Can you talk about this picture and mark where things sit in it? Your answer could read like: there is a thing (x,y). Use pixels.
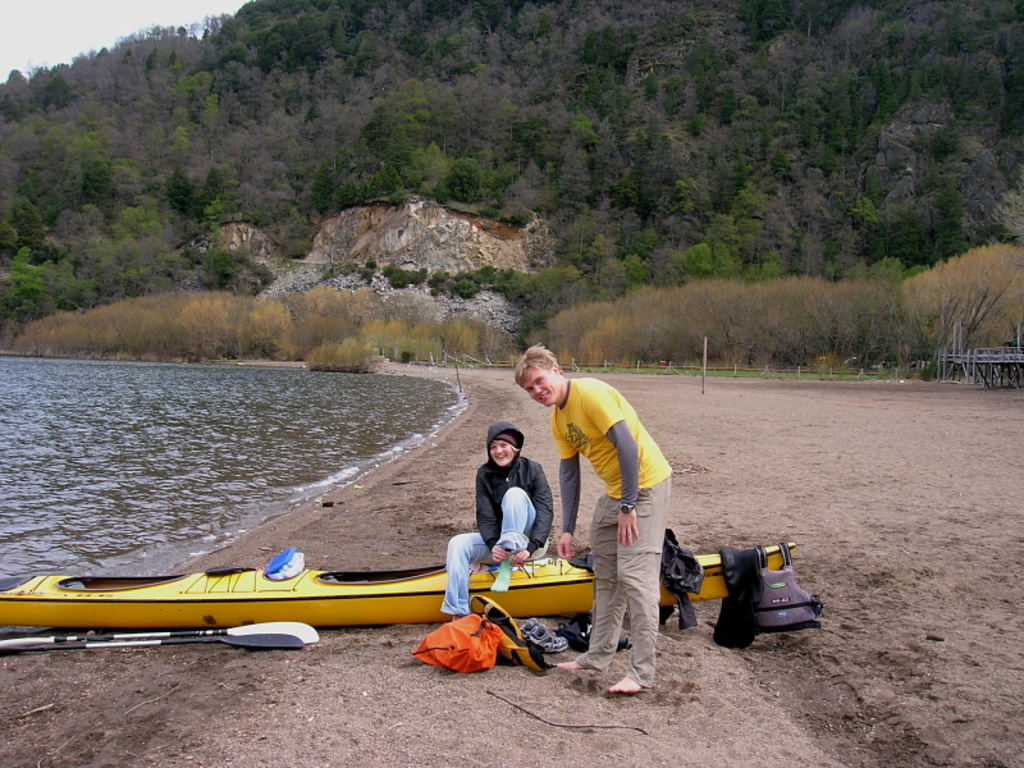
In this image we can see this person (575,445) wearing a yellow color t-shirt (609,485) is standing on the sand (453,519) and this person (514,516) wearing black jacket (537,498) is sitting on the yellow color boat (383,590) which is kept on the sand (455,718). Here we can see paddles (310,625), and we can see some objects (570,622), we can see water (232,488), plants (361,333), trees (207,278) on the hills (413,152) and the sky (28,47) in the background (152,56).
